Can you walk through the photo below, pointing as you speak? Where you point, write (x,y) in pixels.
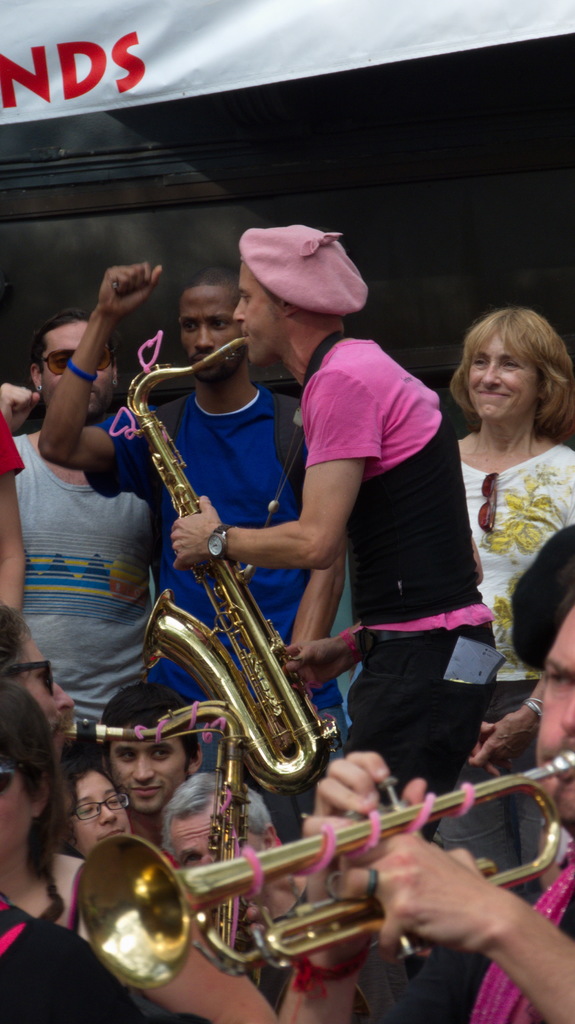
This image consists of many persons (7,628). In the front (295,743), we can see three persons (413,864) playing saxophones (233,780) and a trumpet (320,850). In the background (170,258), we can see a black board (351,122) and a white cloth (192,56). On which there is text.
